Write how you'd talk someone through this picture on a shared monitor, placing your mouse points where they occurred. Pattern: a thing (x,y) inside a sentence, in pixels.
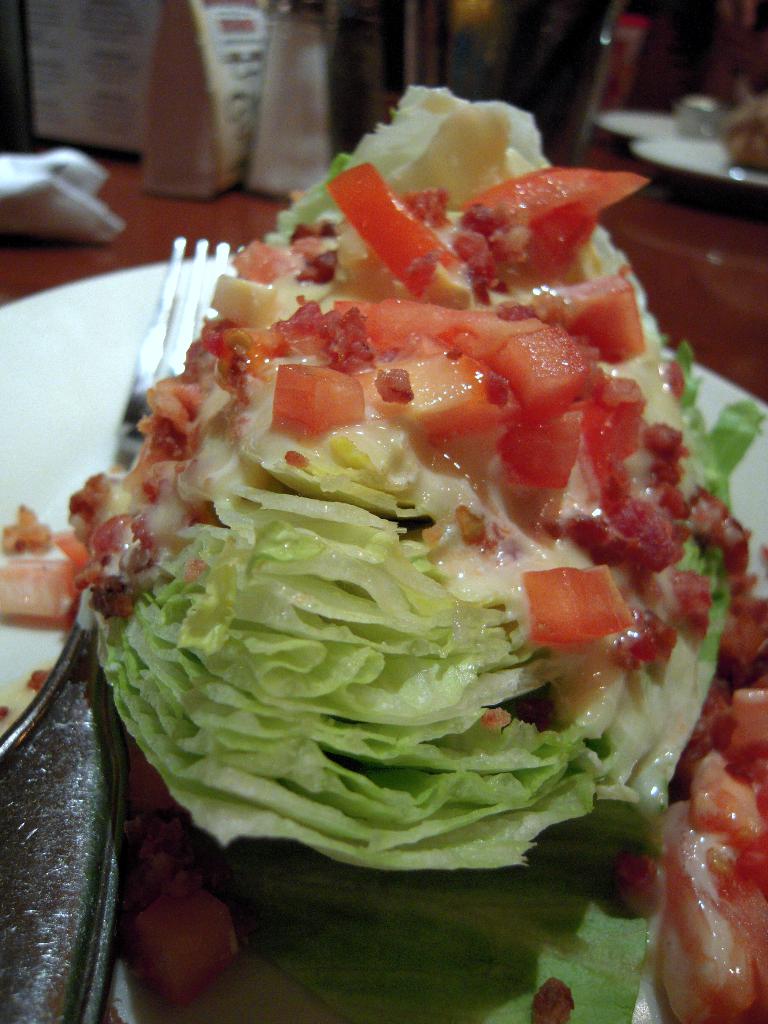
In the center of the image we can see one table (697,273). On the table (697,273), we can see plates (4,329), banners (60,125), one fork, some food items (276,616) and few other objects (481,79).
